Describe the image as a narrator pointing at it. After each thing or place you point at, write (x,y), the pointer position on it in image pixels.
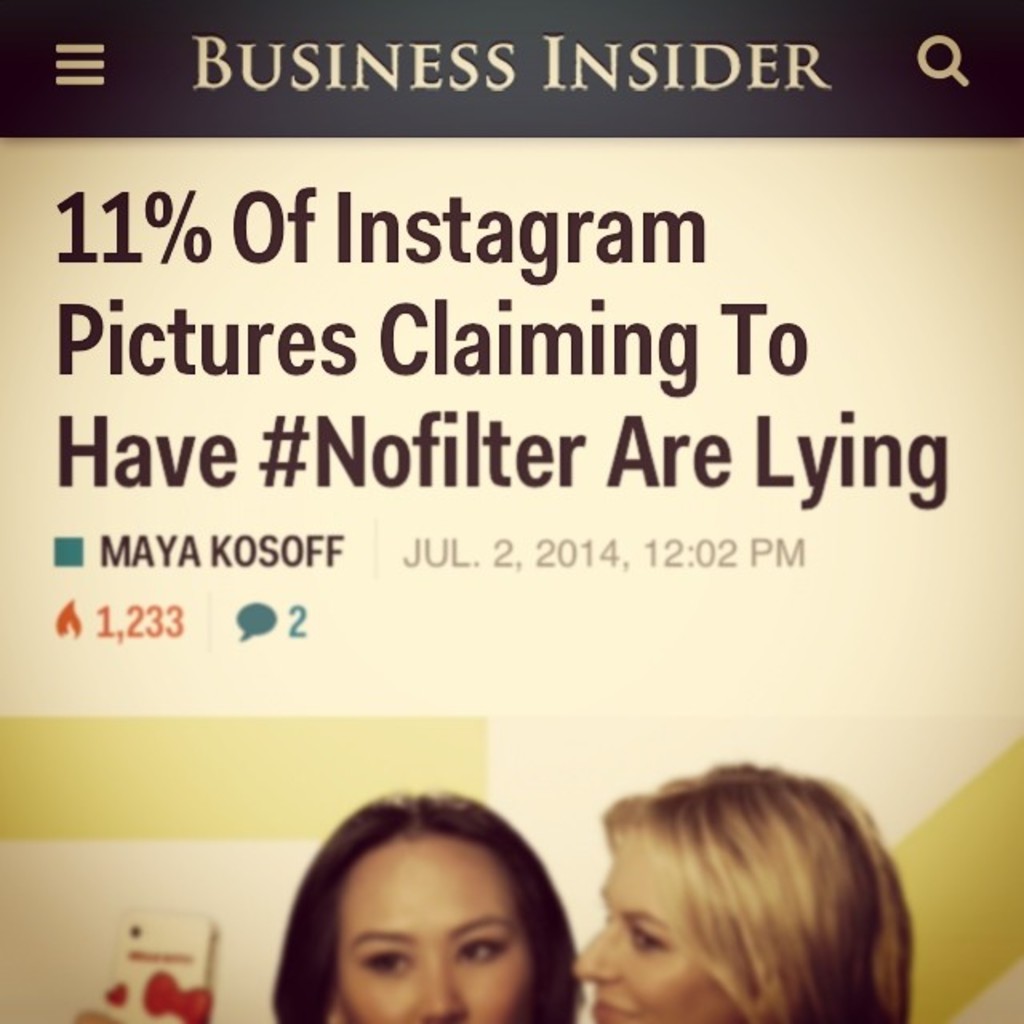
In this image we can see a poster (520,775) with text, and pictures of persons (608,844) on it.
